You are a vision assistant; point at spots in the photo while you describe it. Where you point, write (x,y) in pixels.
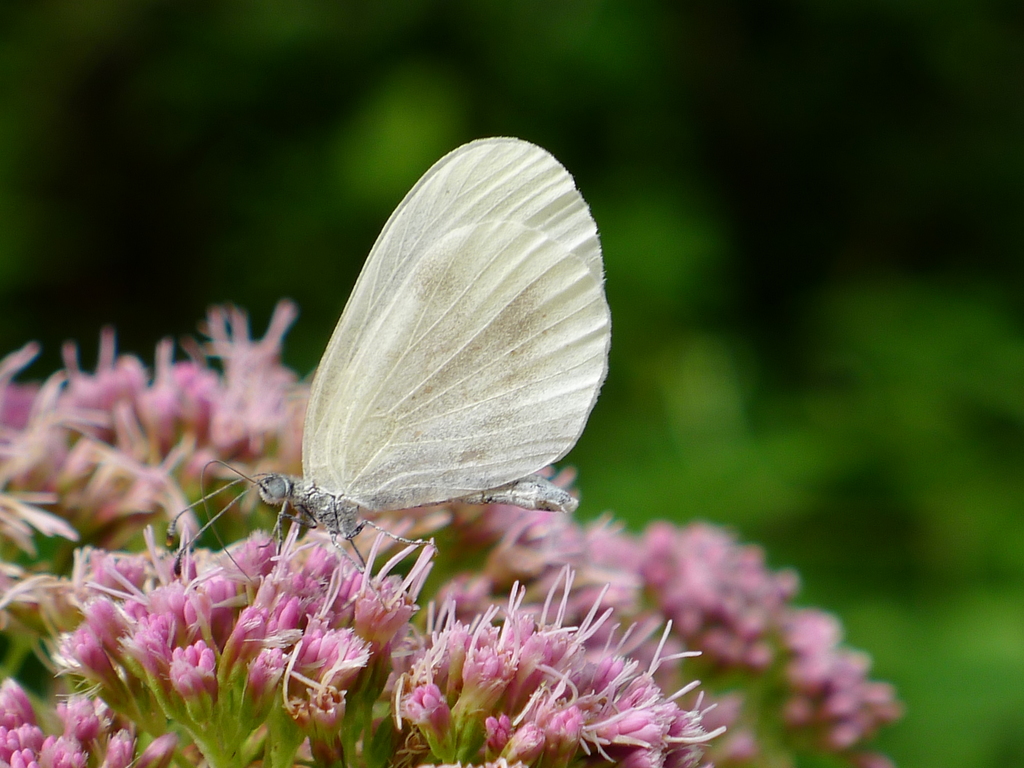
In this image we can see an insect (417,359) on the flowers (390,575). In the background (22,528) we can see flowers (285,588) and the image is blur but we can see objects (657,473).
